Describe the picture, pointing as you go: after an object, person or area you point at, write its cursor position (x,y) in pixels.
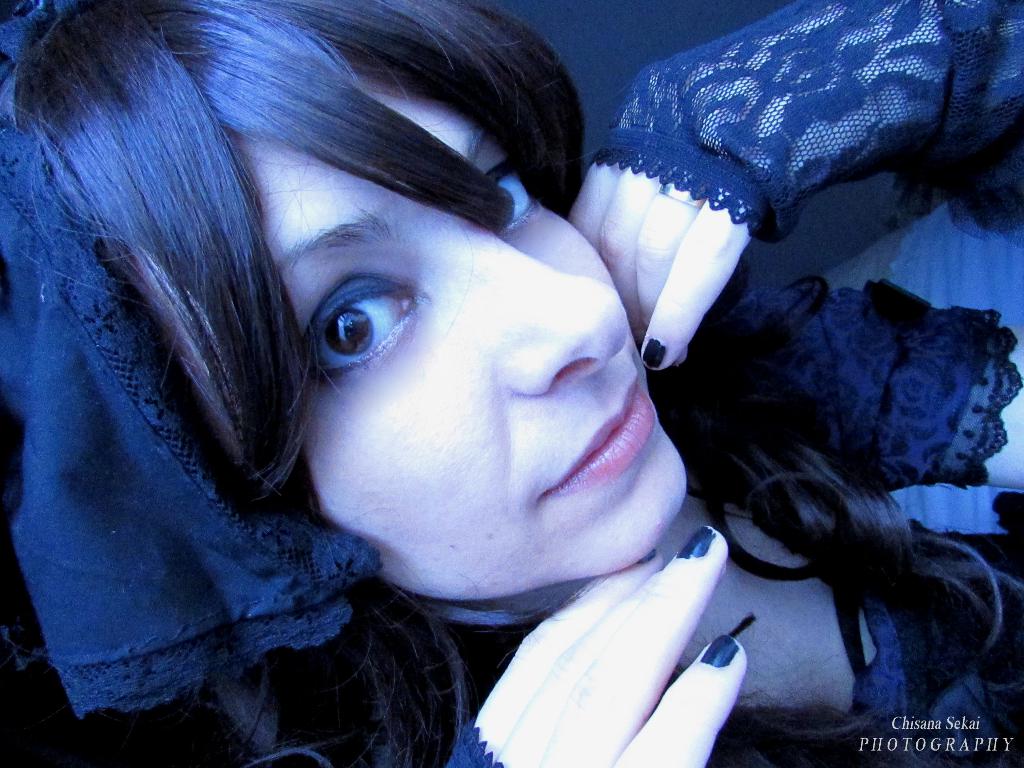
In this image I can see a woman (271,137) and I can see she is wearing black colour dress (932,441). On the bottom right side of this image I can see a watermark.
